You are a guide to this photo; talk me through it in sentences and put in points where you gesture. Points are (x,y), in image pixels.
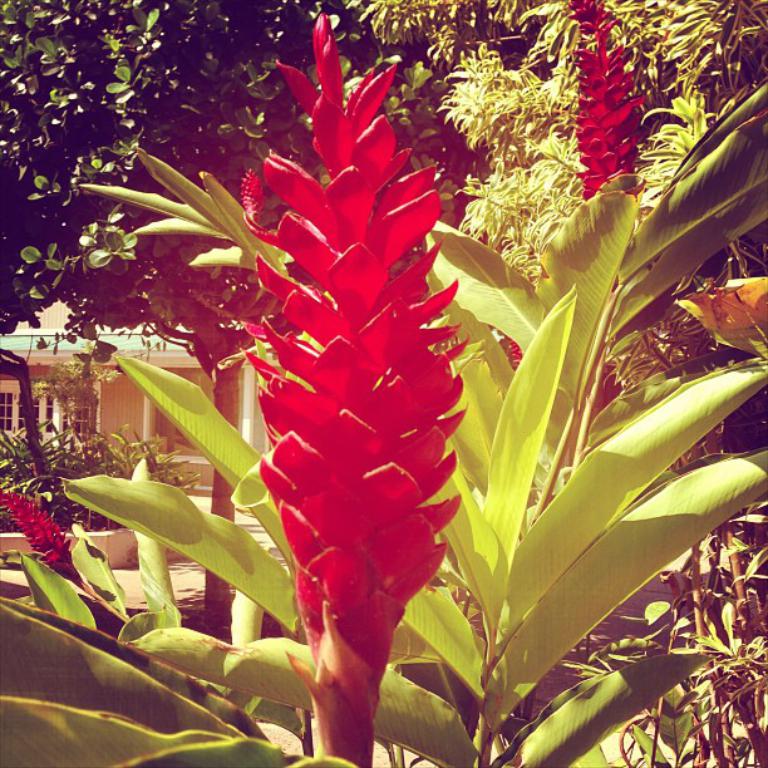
In this image we can see there are trees (187,54), flowers (385,464), plants (500,617) and building (152,412).
